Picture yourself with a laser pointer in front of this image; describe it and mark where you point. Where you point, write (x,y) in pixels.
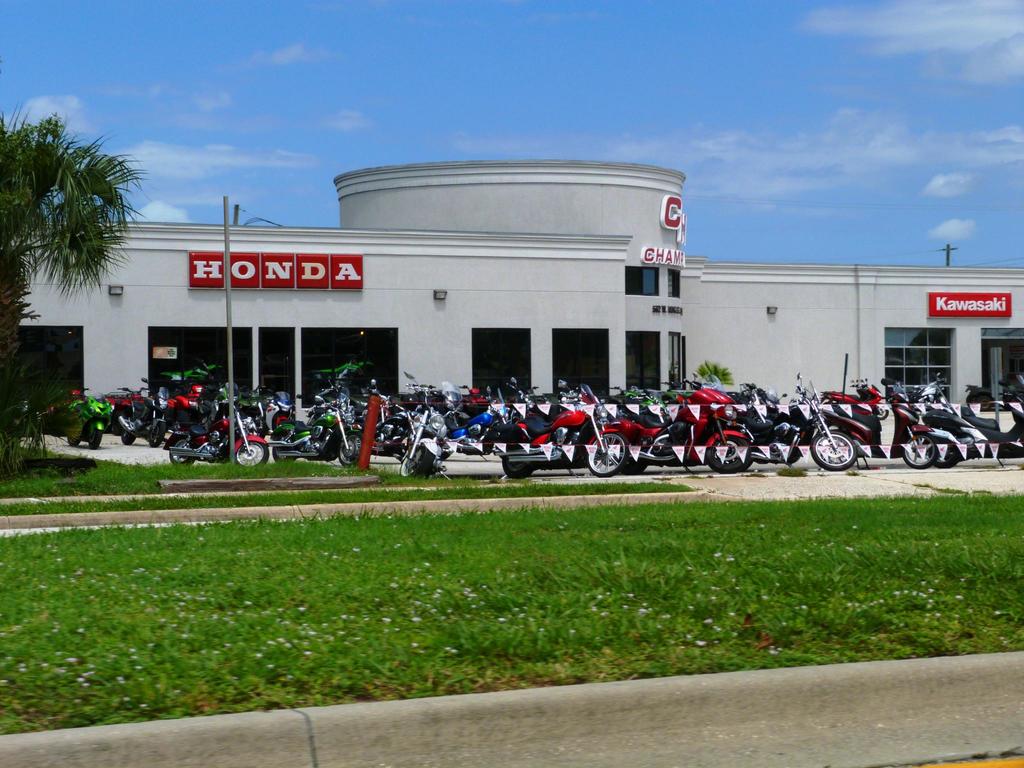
In this image, in the middle (471,398) there are bikes (580,415), flags (588,406), poles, tree (97,242), building (501,351), board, text (661,314). At the bottom (396,592) there are plants (527,672), grass (556,664), flowers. At the top (342,125) there are sky (418,111) and clouds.
